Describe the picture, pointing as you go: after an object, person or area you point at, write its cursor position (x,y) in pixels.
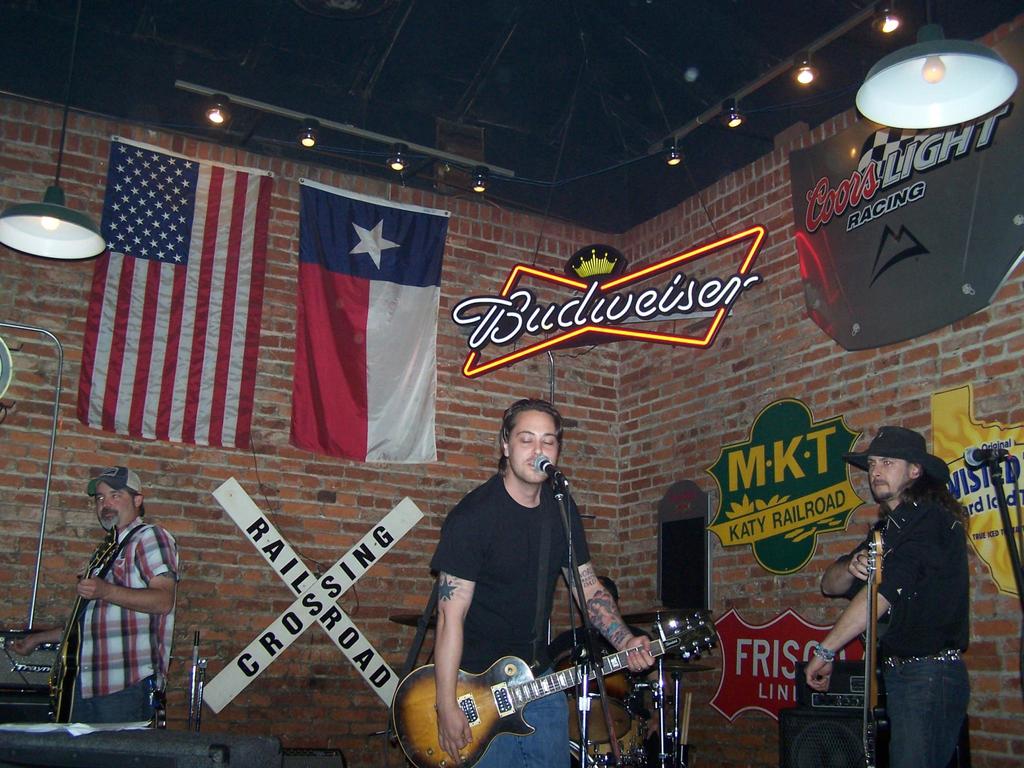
In the left bottom (155,632), a person (144,576) is standing and playing a guitar (59,658). In the middle (525,409), a person (557,742) is standing in front of the mike (577,654) and singing a song and playing guitar (555,688). In the right (864,720), a person (919,703) is standing and holding a guitar (873,684). The background wall (604,417) is of brick (275,275) and on that flags (362,296) are hanging. And on the top left (64,108), a lamp (64,205) is hanged. A roof top (284,65) is of metal (530,65). This image is taken inside a hall (513,525).
